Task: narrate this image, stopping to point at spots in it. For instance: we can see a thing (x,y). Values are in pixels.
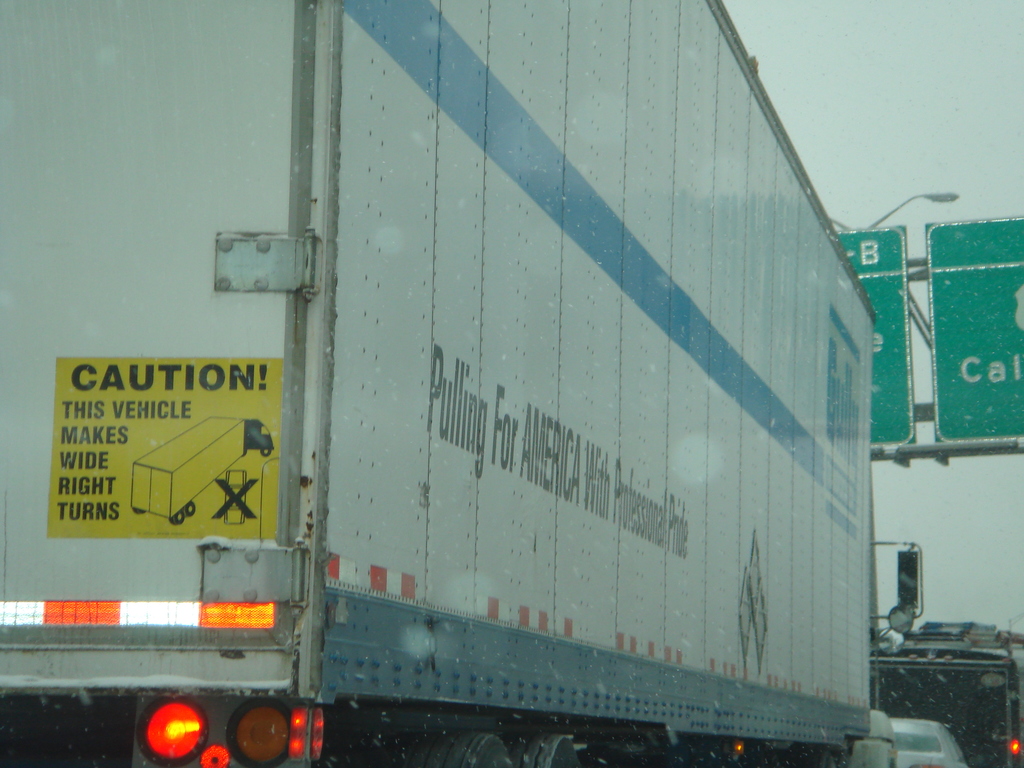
This image consists of a truck (661,692) moving on the road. On the right (972,411), we can see a sign (1012,399) in green color. At the top (910,142), there is sky (890,77). At the bottom right (985,660), we can see a vehicle (964,689).
